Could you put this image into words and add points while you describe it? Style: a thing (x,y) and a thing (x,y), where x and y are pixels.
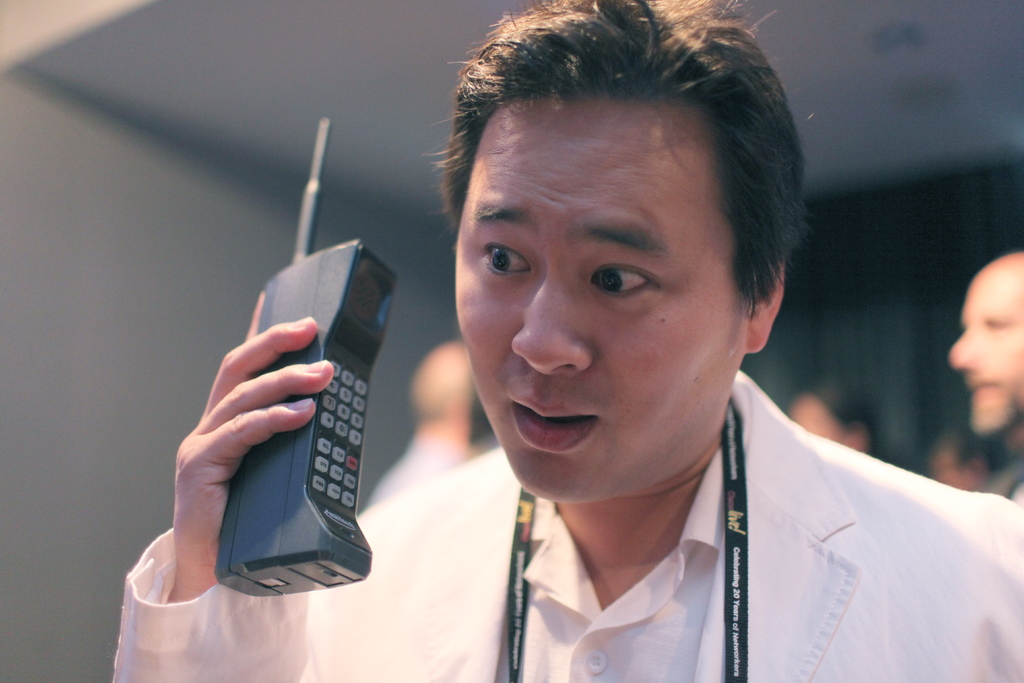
In this image, we can see a person (697,425) wearing clothes (672,620) and holding a phone (335,470) with his hand (229,461). In the background (171,505), image is blurred.
